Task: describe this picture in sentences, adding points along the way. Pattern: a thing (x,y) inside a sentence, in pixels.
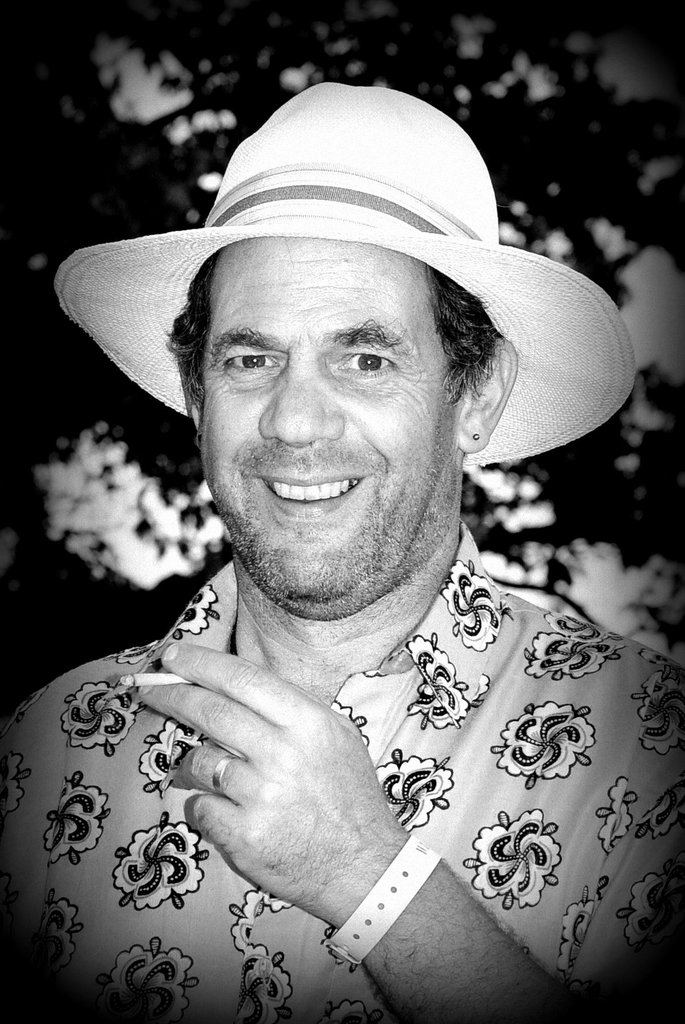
In this image I can see the person (234,778) wearing the dress (212,858) and the hat (602,295). He is smiling. In the background (4,378) I can see many trees (94,107) and it is in black and white color.
